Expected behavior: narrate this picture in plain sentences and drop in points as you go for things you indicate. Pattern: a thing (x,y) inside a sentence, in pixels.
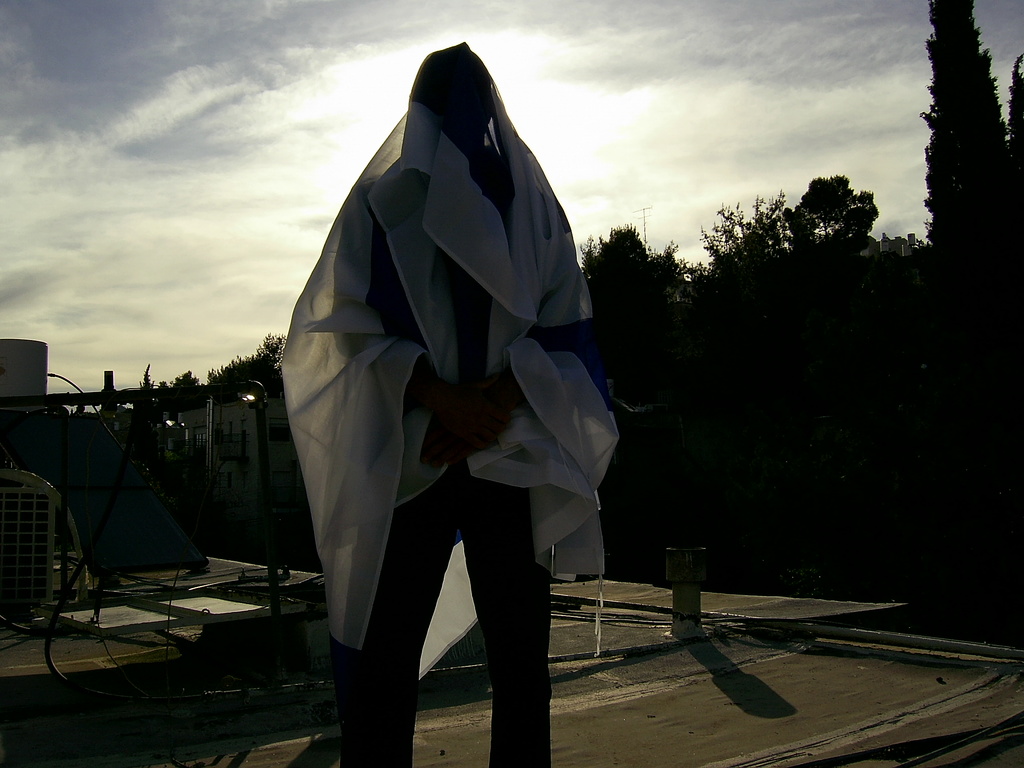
In this picture we can see a person (355,287). There is a building (248,455) behind this person (336,294). We can see trees (876,379), other objects (37,471) and the sky (329,46).
